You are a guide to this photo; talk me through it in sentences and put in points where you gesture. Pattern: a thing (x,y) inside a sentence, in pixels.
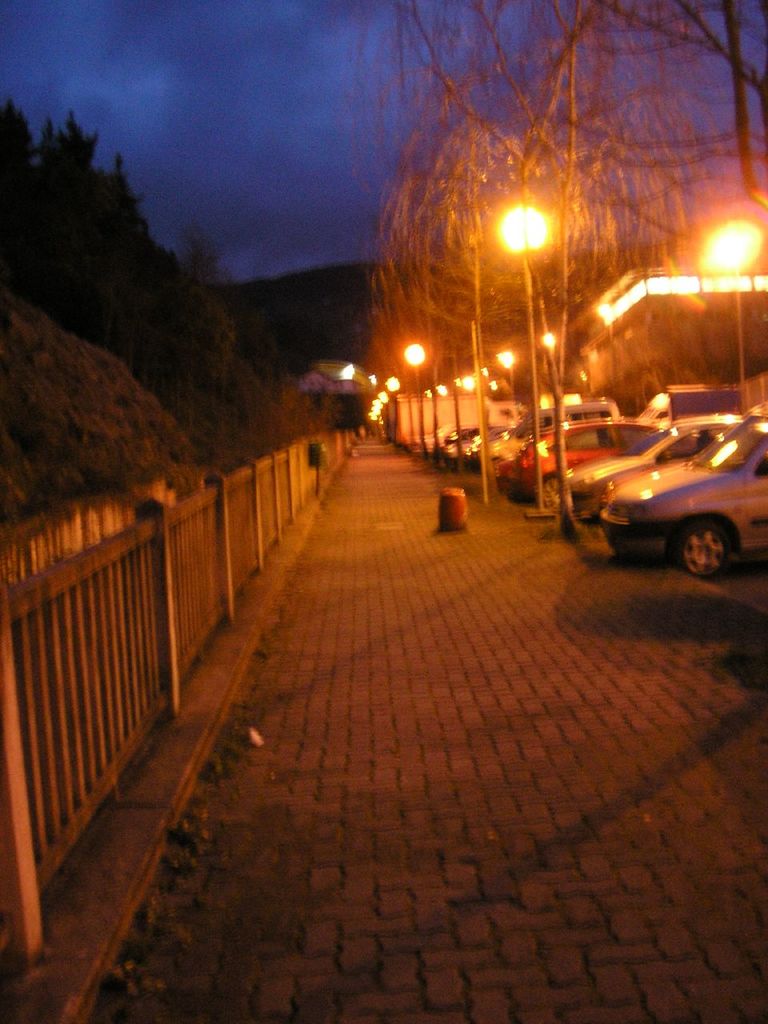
This picture shows few cars (695,519) parked and we see few pole lights (516,244) on the sidewalk (500,586) and we see trees (465,332) on the either side and a house (355,369) and we see a wooden fence (240,519) and a cloudy sky (264,103).
